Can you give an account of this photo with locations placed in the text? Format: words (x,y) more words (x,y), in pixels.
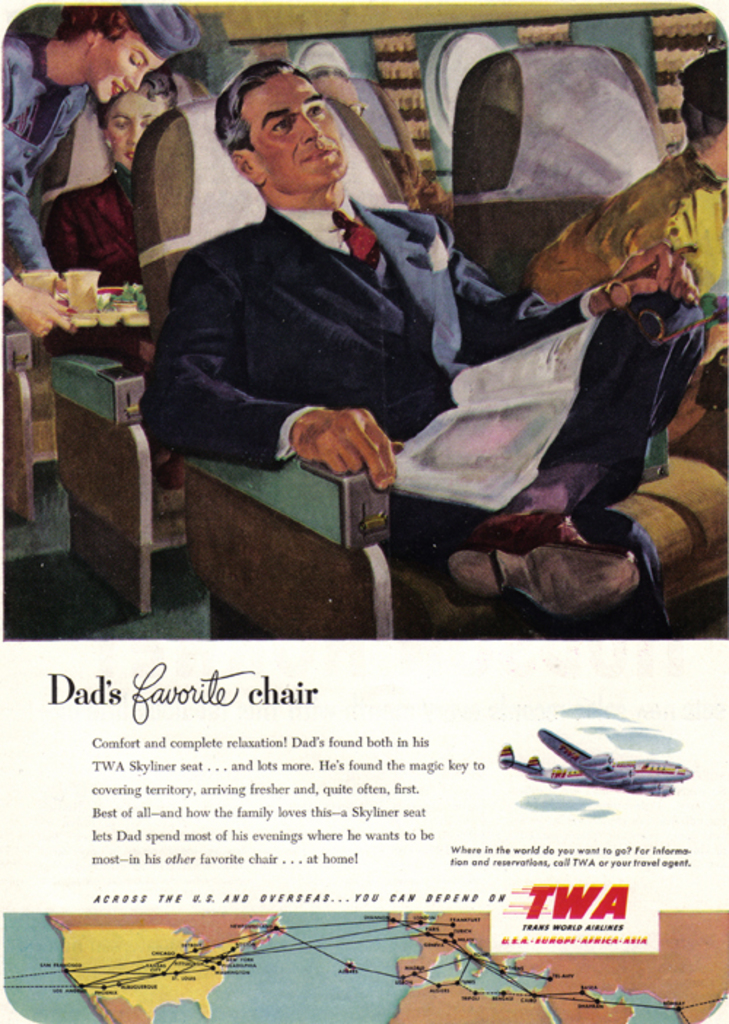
In this picture, we can see a poster (434,577) with some images (476,596) and some text (396,812) on it.
